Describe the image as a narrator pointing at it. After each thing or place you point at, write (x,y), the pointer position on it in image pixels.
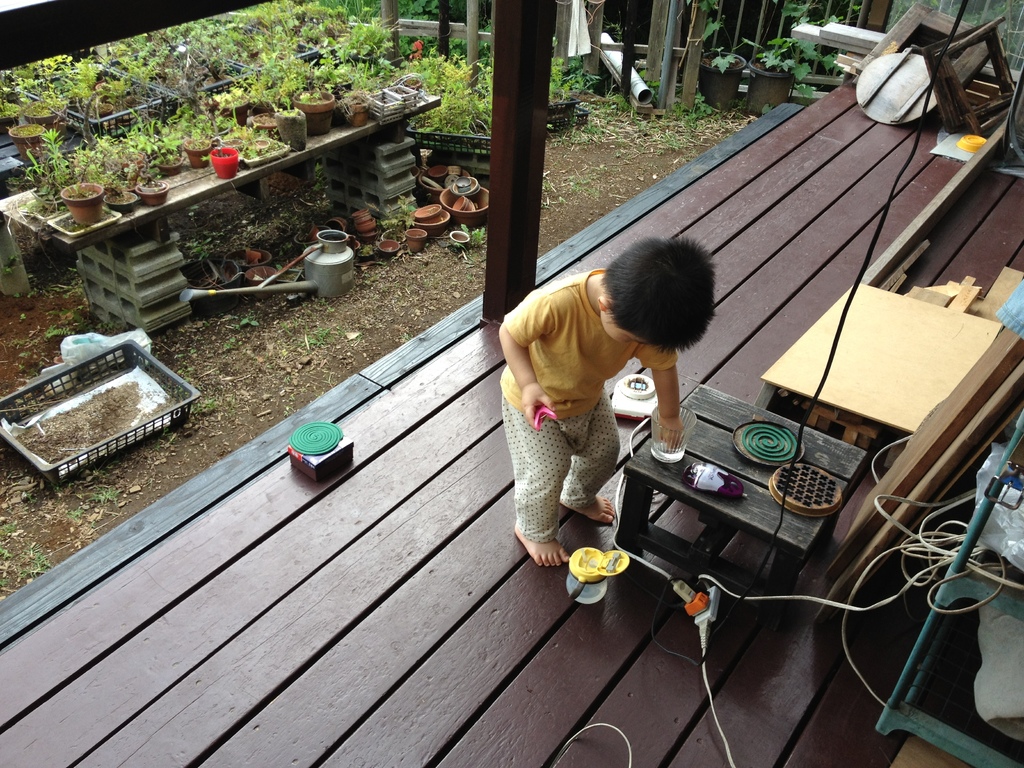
At the bottom of the image (539,549) on the wooden surface (618,753) there is a boy (578,386) standing. In front of him there is a table (667,471) with glass (678,454) and some other things (797,512) on it. On the right corner of the image (1011,443) there is a stand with covers (1000,449). And also there are wires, wooden objects (959,433) and some other things (306,433). Behind the wooden surface (356,443) on the ground (273,381) there are dry leaves (327,360), pots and a basket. There is a table (406,187) with potted plants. And also there are few potted plants (701,8) on the ground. Behind them there is a wooden fencing (454,29).
